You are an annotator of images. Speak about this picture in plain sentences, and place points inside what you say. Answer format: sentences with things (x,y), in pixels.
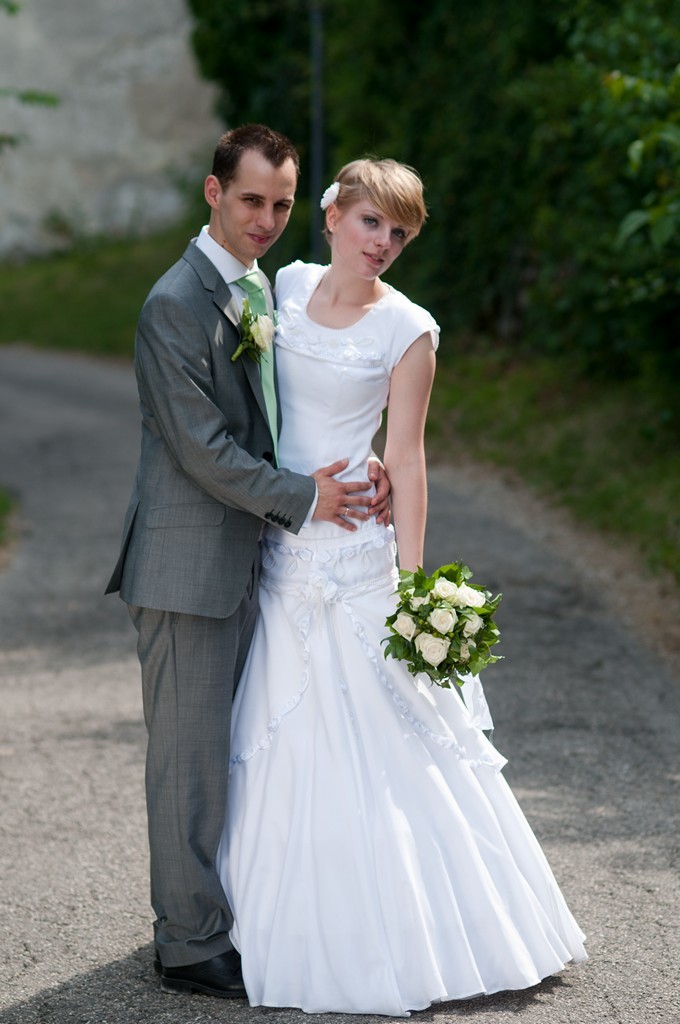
In this picture there is a couple (230,429) standing and there is a person (412,458) standing in the right corner (457,575) is holding a bouquet (425,640) in her hand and there are trees (437,76) in the background (321,68).
